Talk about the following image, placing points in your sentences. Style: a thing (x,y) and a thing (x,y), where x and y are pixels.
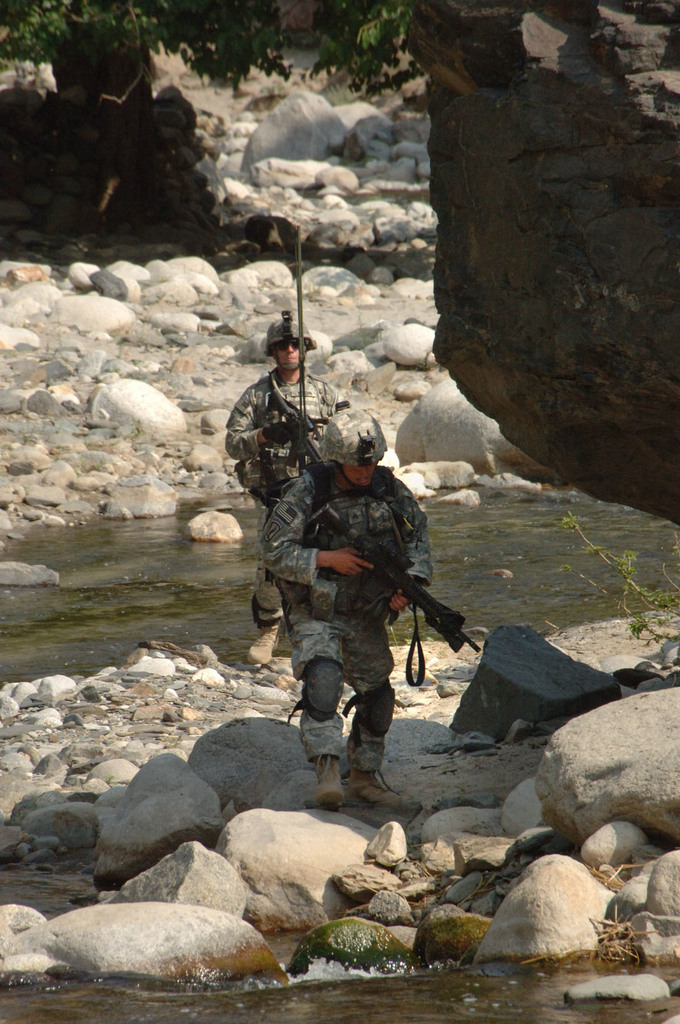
Here we can see two persons (320,386). This is water (188,626) and there are rocks (166,975). In the background (271,10) we can see trees (271,10).
